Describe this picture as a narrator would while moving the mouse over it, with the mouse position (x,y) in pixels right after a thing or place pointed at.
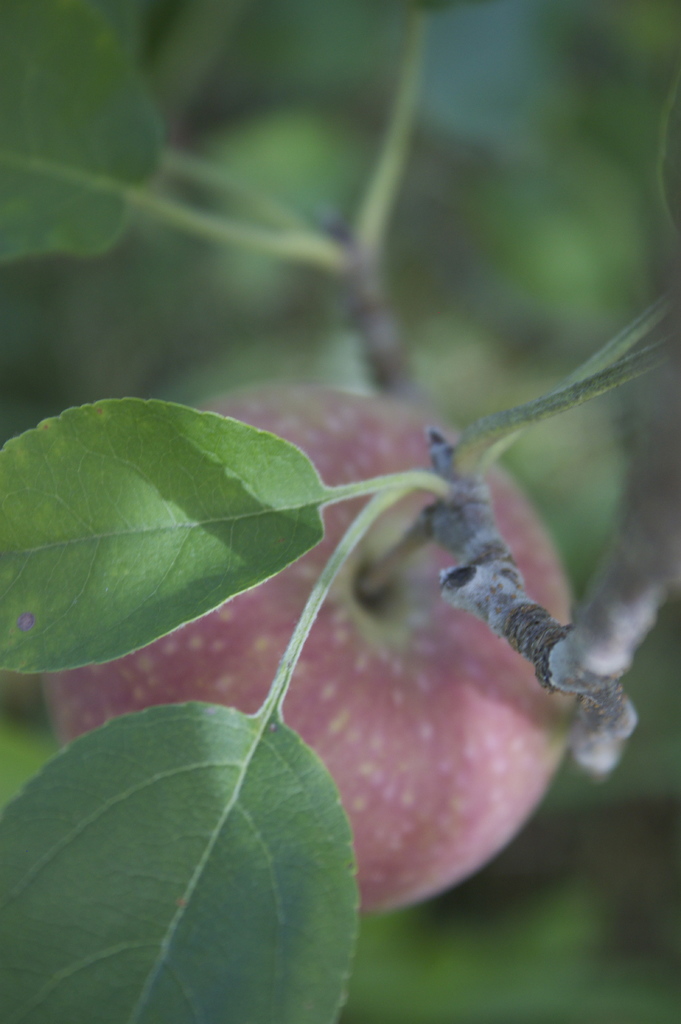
In this image I can see the leaves (218,767). I can see an apple (396,699).
